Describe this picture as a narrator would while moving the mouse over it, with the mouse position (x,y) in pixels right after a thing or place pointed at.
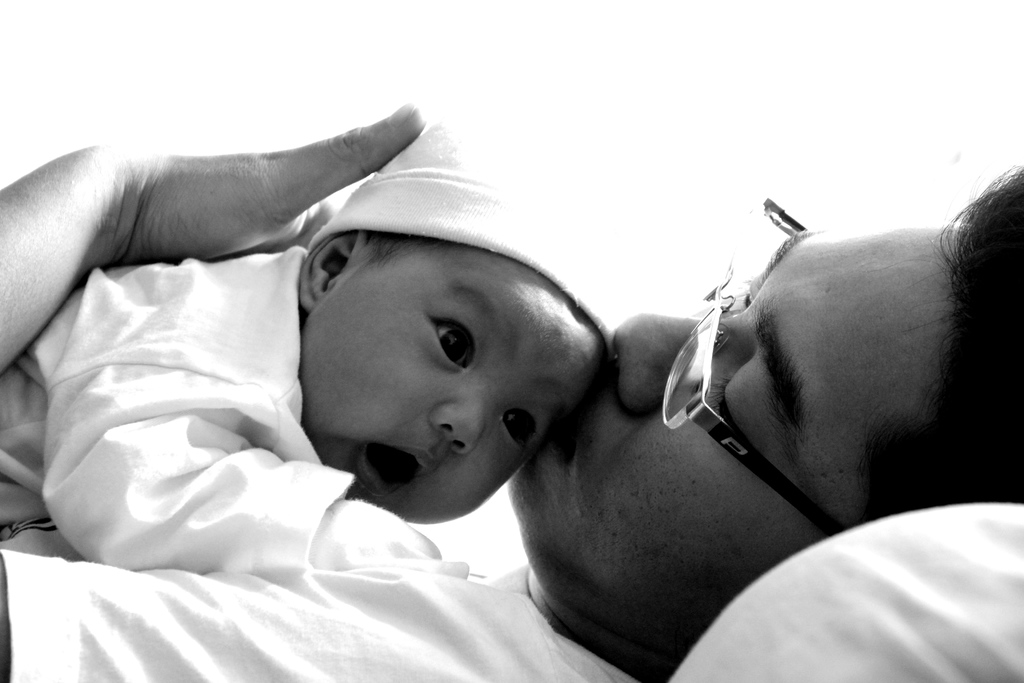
This is a black and white image. In this image we can see a person (545,457) holding a baby (462,375) and kissing.
